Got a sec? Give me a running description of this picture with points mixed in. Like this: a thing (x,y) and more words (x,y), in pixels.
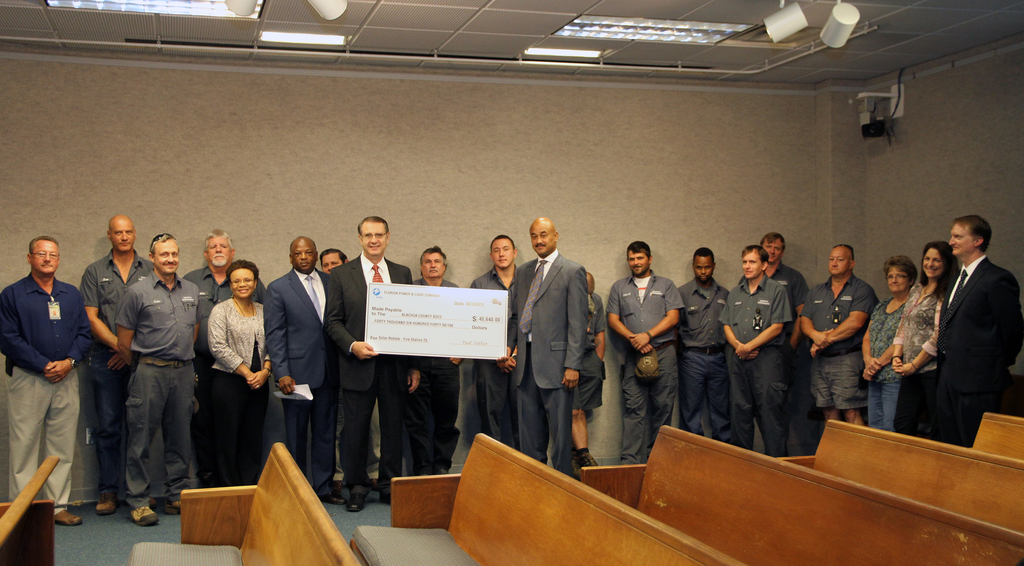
In this image in the center (627,369) there are a group of people (888,369) who are standing and one person (389,401) is holding one board (416,317), and in the background (456,157) there is a wall (174,157). On the top (199,49) there is ceiling (802,42) and some lights (730,23), at the bottom (910,461) there are some benches (501,507).
